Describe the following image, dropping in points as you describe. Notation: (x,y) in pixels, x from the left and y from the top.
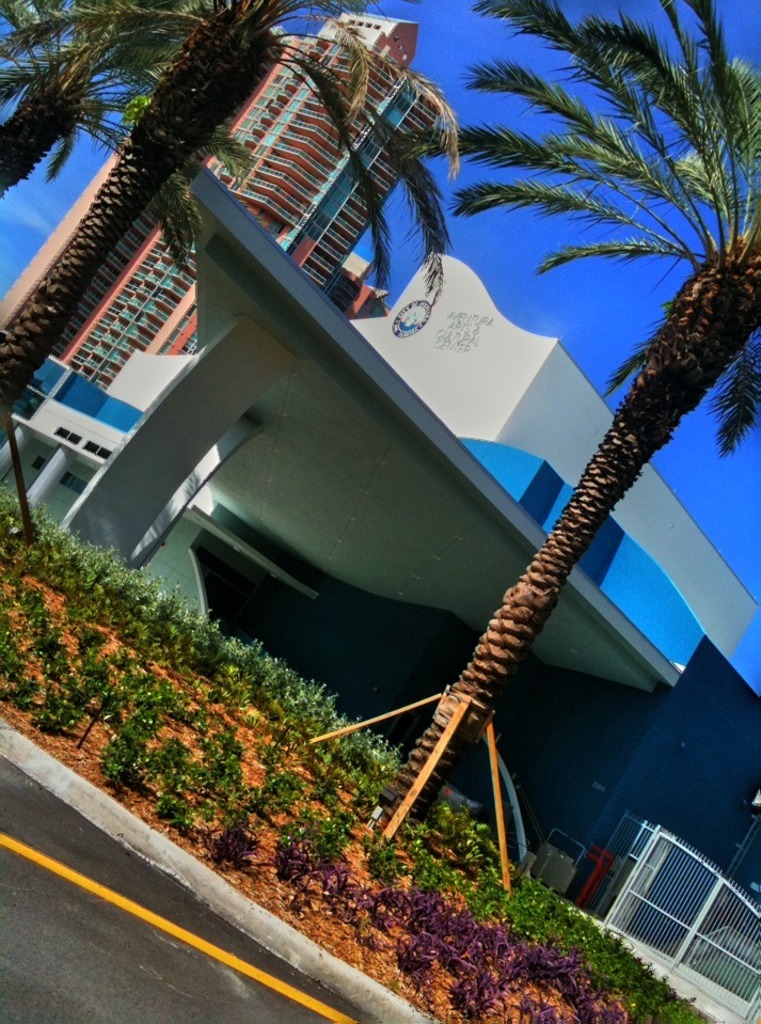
In the picture we can see road (159,990), there are some plants (281,743), trees (45,306) and in the background of the picture (156,340) there are some buildings (285,296) and clear sky (528,315).
